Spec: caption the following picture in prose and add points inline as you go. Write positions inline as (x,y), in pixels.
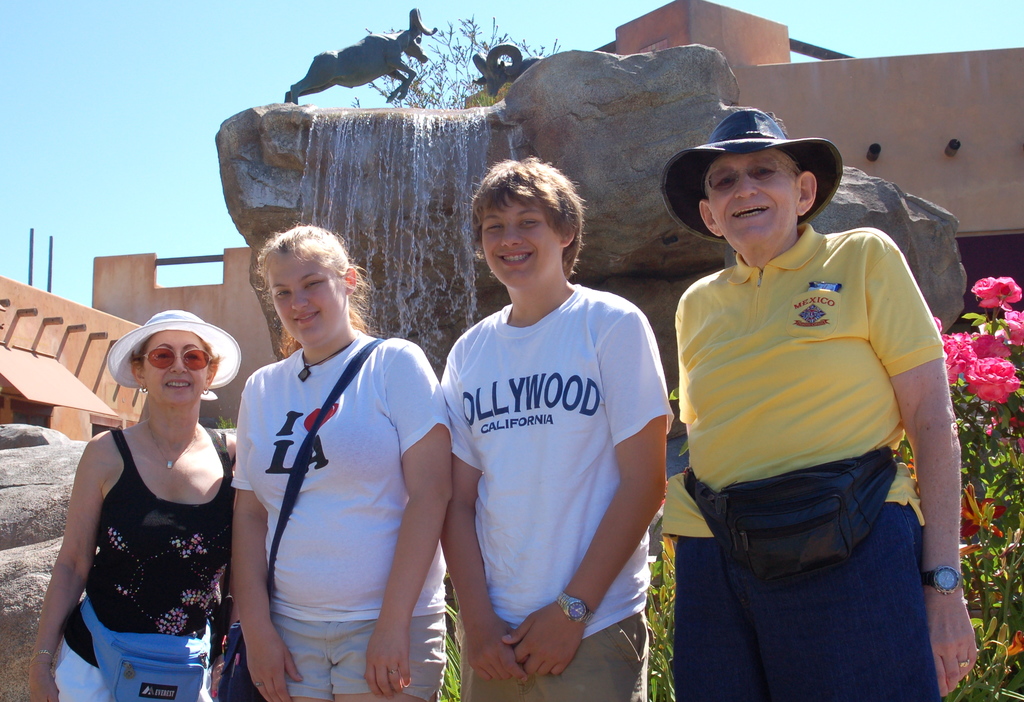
In this picture we can see an old man (817,435) wearing yellow color t-shirt (821,327) standing in the front (810,405), smiling and giving a pose into the camera. Beside there is a boy (565,355) and a girl (429,367) standing in the front (415,450) and wearing a white t-shirt (390,452), smiling and giving a pose. Behind there is a rock (378,143) with a small waterfall (437,225) and two sheep statue (405,46) on the top (346,117). On the left corner (54,340) we can see the brown color wall (105,292).
